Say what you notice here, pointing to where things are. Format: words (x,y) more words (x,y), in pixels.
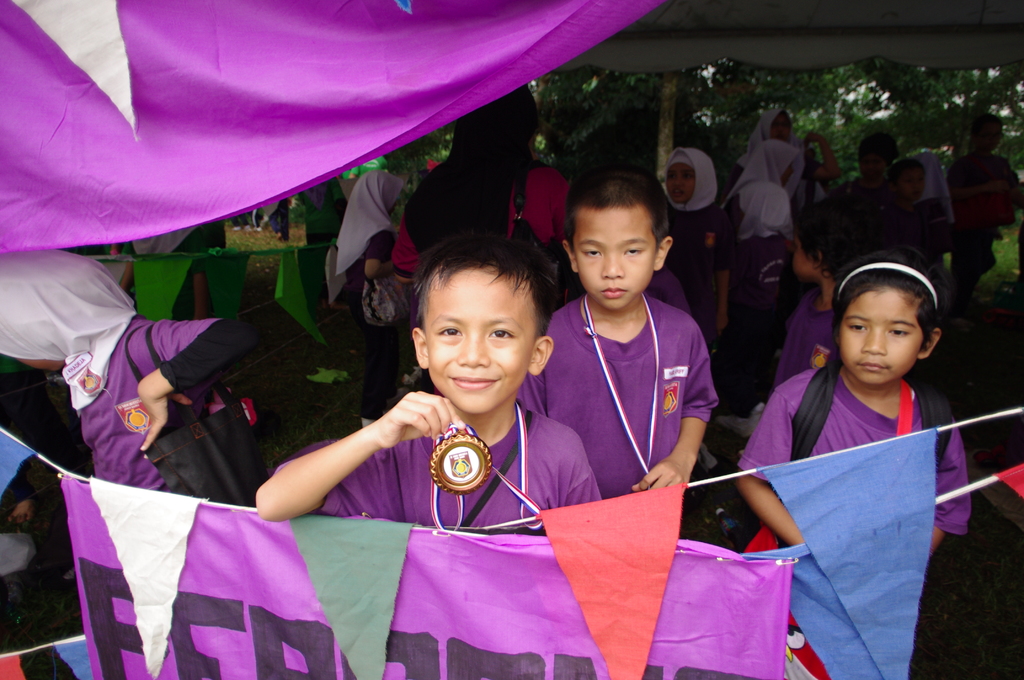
Here in this picture in the front (566,338) we can see a group of children (474,402) standing over a place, the child (457,422) in the middle (448,411) is holding a medal (457,476) and smiling and in front of them we can see a banner (434,551) with decoration papers (915,454) present and behind them also we can see other people (770,191) standing and some children (354,284) are carrying bags (188,434) with them and we can also see a curtain (352,66) present at the top (345,39) and in the far we can see plants (818,127) and trees (820,129) present.
